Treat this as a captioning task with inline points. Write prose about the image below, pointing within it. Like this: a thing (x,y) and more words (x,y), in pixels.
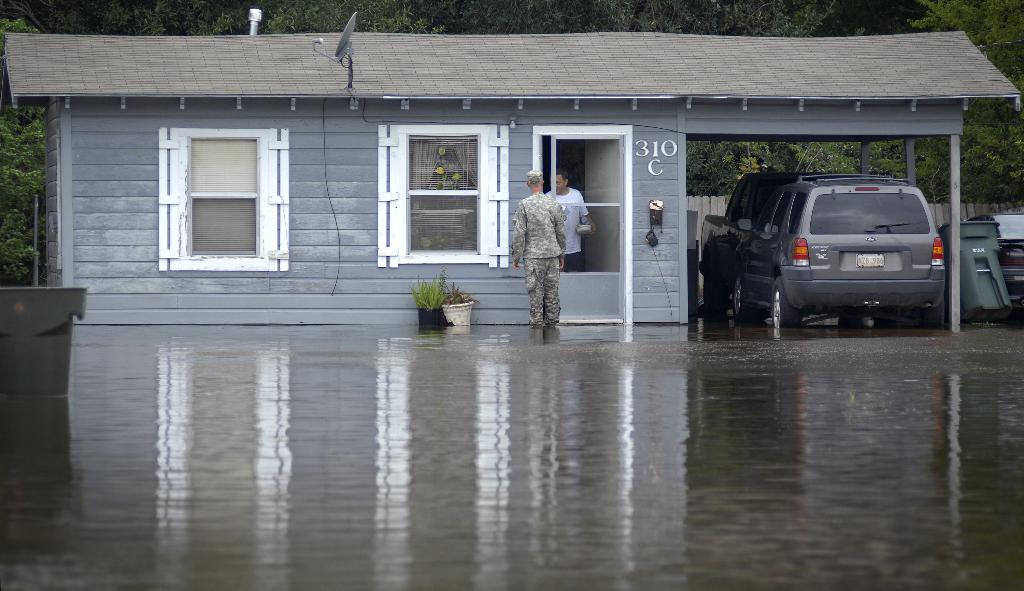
In this image we can see a house (138,150) with white color windows (462,171) and door (616,216). Right side of the image (970,269) dustbin (979,269) and car (838,220) is there. Bottom of the image (456,431) water (390,508) is present. Behind the house (118,214) trees (508,6) are there. One antenna (347,37) is attached to the roof (370,65) of the house (360,85).
